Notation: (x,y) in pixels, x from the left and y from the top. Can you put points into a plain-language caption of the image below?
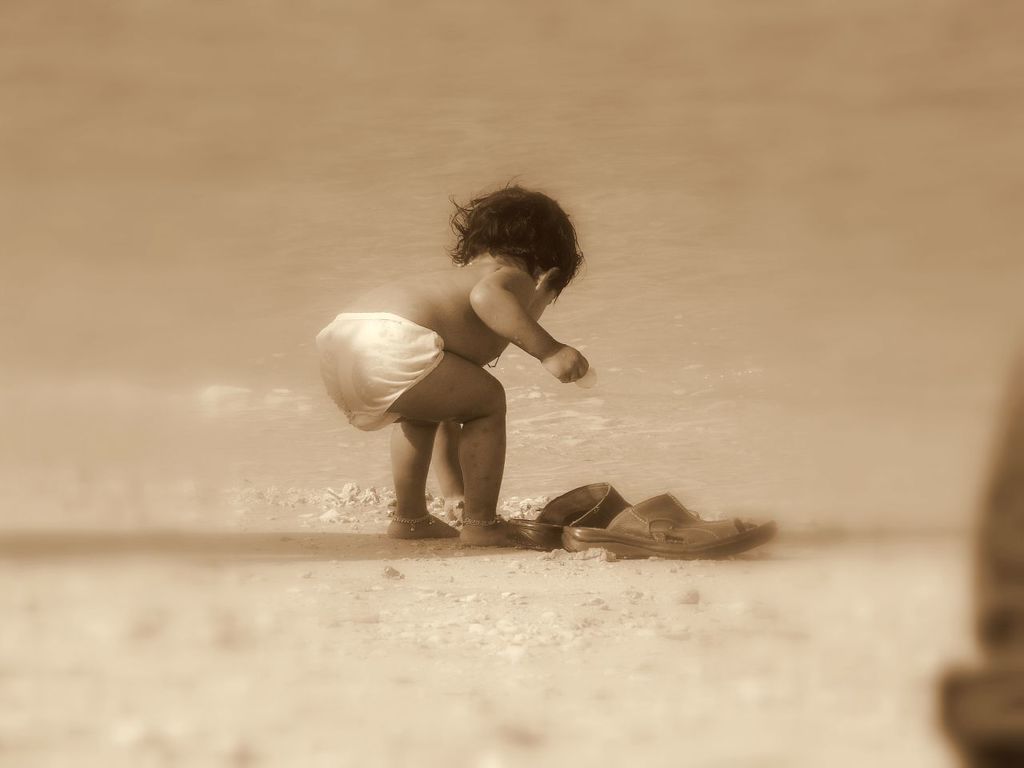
In the center of the image (417,488) there is a baby (461,466) standing on the beach (462,636). In front her there are footwear's (690,556).
